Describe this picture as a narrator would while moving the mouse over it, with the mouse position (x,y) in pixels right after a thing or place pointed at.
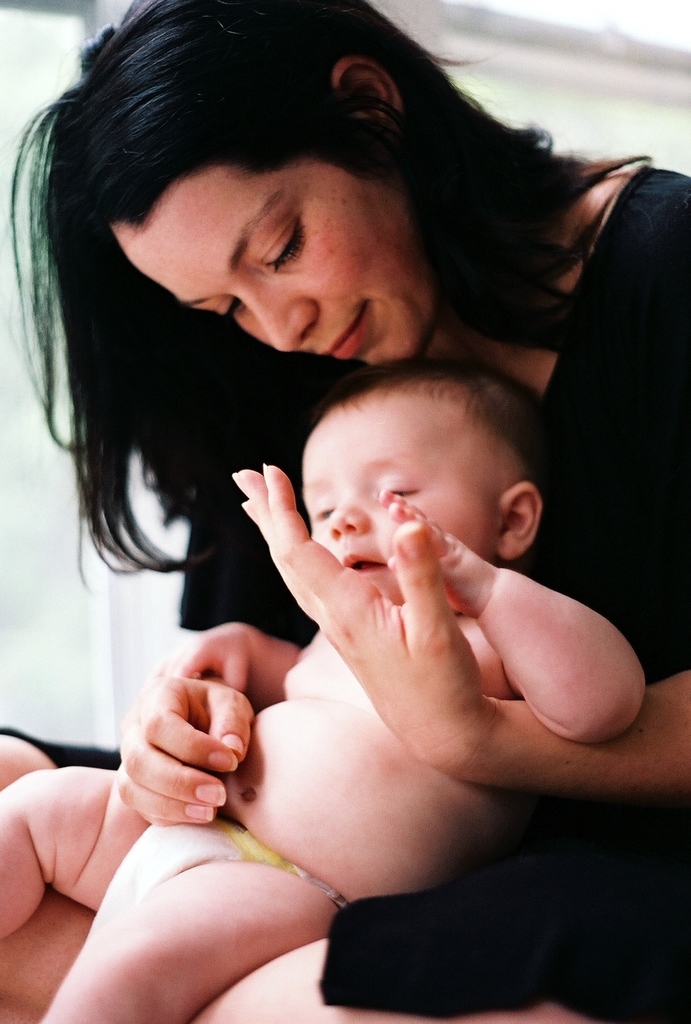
In this picture there is a woman (557,932) with black dress (557,932) is sitting and holding the baby (289,824). At the back (89,665) it looks like a window (54,47).
